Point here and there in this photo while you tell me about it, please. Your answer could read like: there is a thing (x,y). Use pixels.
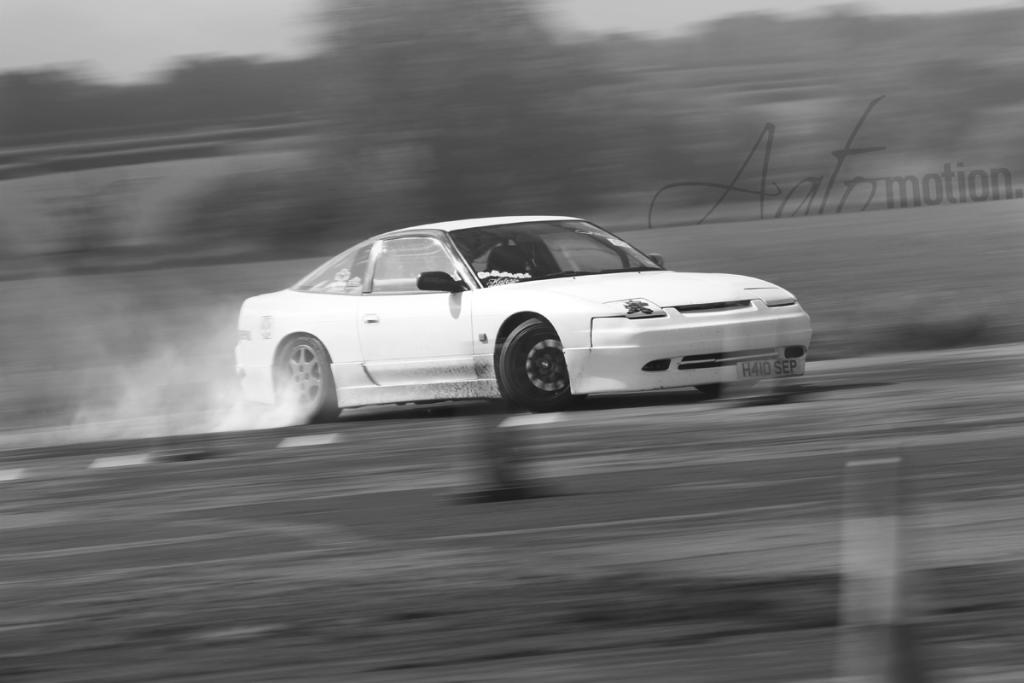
In the foreground of this image (612,362), there is a car (547,367) moving on the road (632,460) and the background image is blur and we can also see smoke (269,423) behind the Tyre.
